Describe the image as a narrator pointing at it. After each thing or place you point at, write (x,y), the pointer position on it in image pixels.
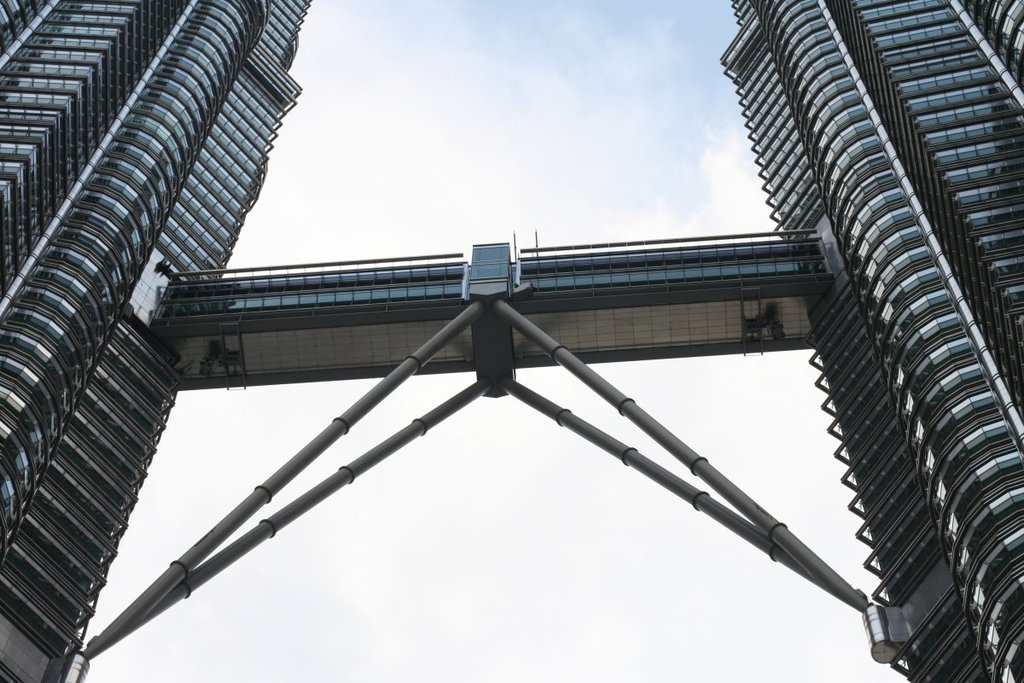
In this picture I can see couple of towers (60,281) and I can see a bridge (485,344) connecting both the towers (16,317) and I can see a blue cloudy sky (366,229).
